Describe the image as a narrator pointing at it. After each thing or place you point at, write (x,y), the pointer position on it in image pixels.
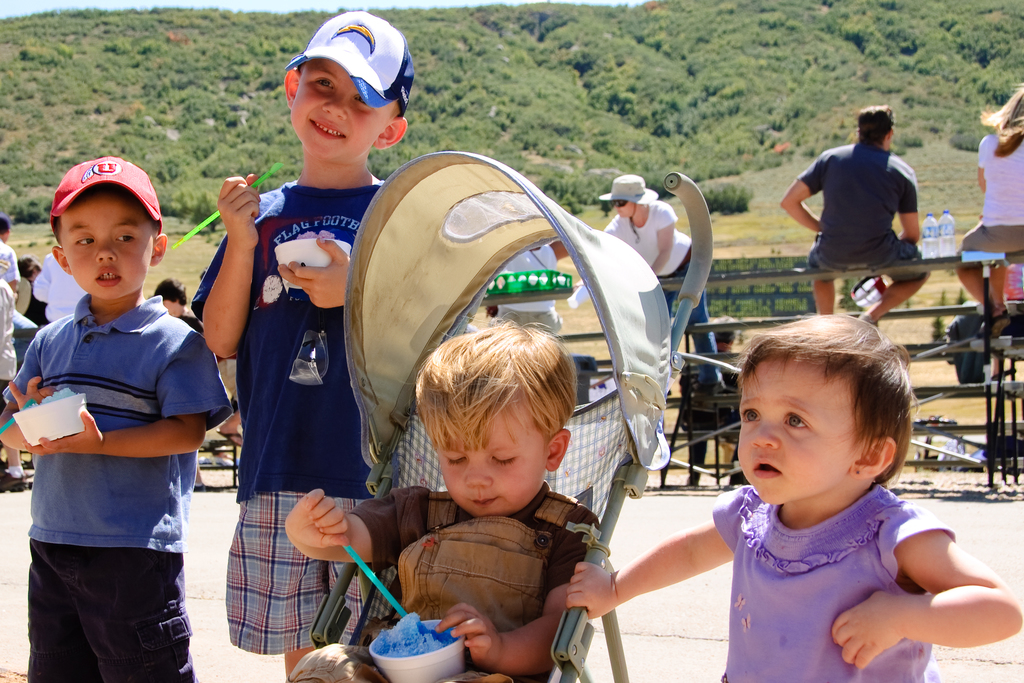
In front of the picture, we see a boy (564,455) is sitting in the stroller (610,526) and he is holding a straw (388,590) and a cup (450,666). Beside him, we see a girl (853,518) is standing. On the left side (78,372), we see two boys (146,448) are standing and they are holding the straws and cups (57,431) in their hands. Behind them, we see the railing (730,401) and the people (697,314) are standing. We see a man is sitting on the bench (922,349). On the left side (57,294), we see the people (44,302) are standing. On the right side (834,298), we see a man (829,292) and the women (1021,147) are sitting. Beside them, we see the water bottles (941,245). There are trees (424,75) and a hill (758,87) in the background (620,128). At the bottom (677,646), we see the road (690,628).
